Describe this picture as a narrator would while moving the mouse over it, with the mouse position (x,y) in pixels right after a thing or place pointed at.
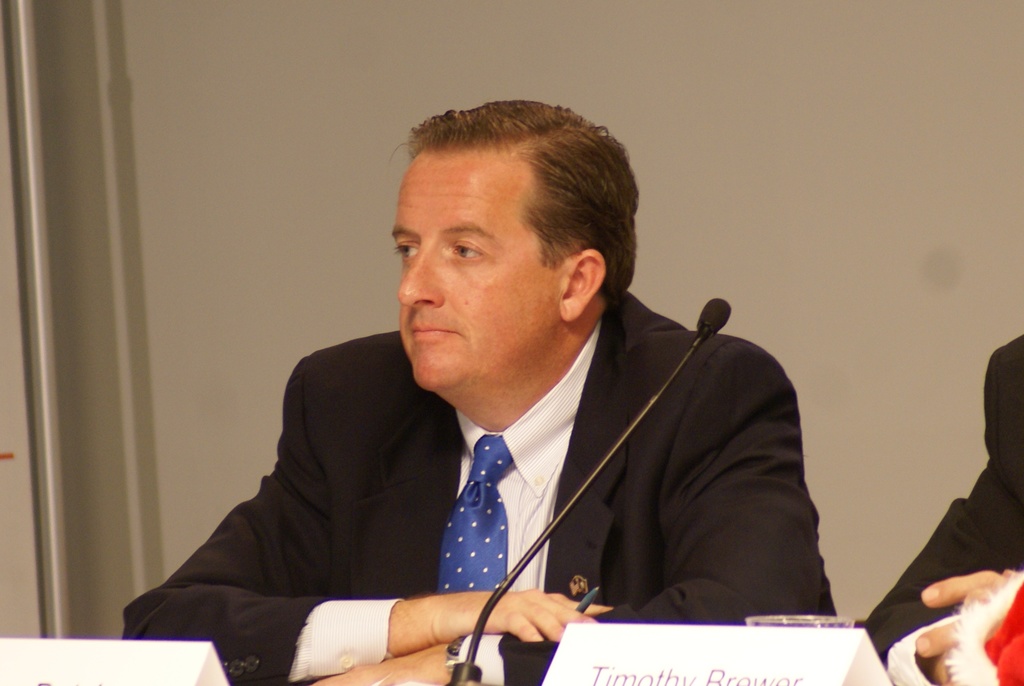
In the picture we can see a man (777,427) sitting near the desk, he is in a blazer (214,627), tie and shirt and on the desk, we can see a microphone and name board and in the background (828,429) we can see the wall (464,50).
